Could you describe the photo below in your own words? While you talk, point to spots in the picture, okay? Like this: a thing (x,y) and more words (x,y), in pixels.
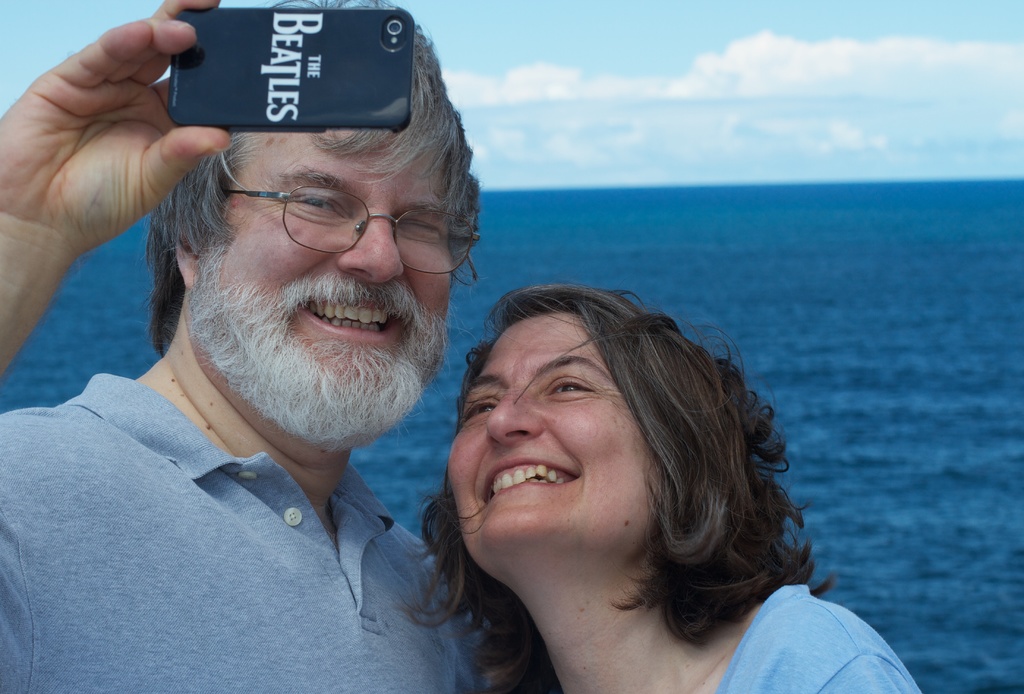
In this image there is a man (183,432) holding mobile (188,104) in his hand (82,144) and wearing glasses (297,203), near to him there is a women (446,530) standing, in the background (934,213) there is a sea (989,390) and a sky (626,170).
